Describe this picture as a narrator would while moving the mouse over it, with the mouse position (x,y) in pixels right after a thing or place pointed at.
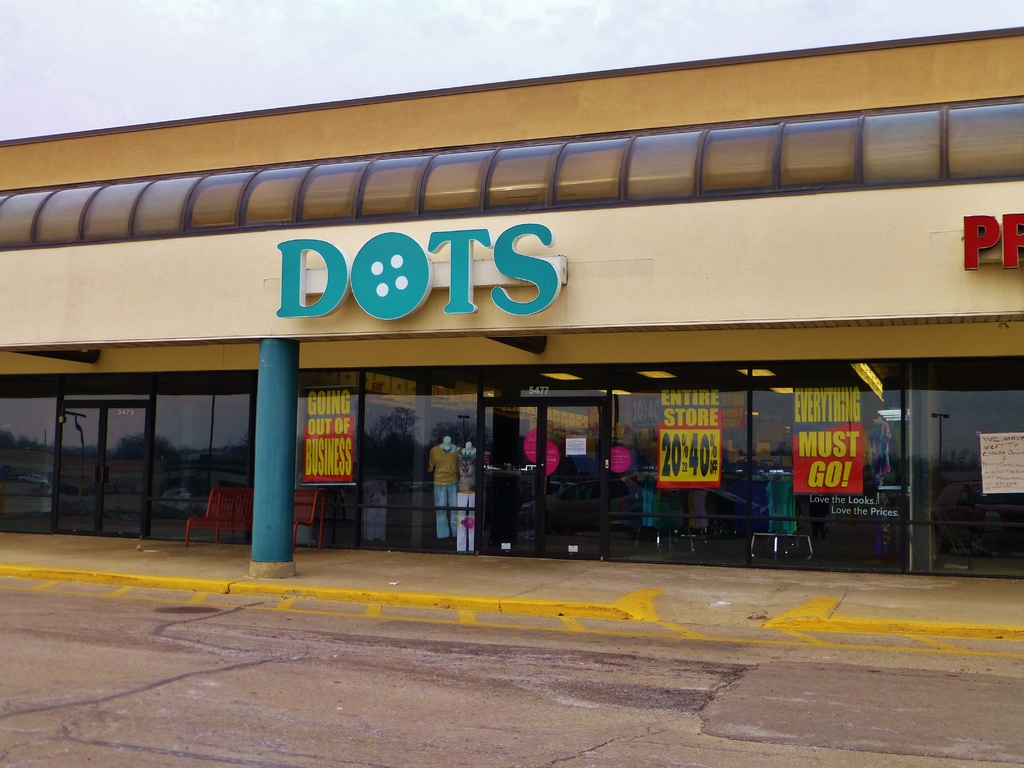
In this picture I can see a building (622,280), there are name boards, mannequins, posters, there is a bench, and there is a reflection (719,515) of vehicles (626,525), poles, lights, trees (378,427) and sky (451,433).
